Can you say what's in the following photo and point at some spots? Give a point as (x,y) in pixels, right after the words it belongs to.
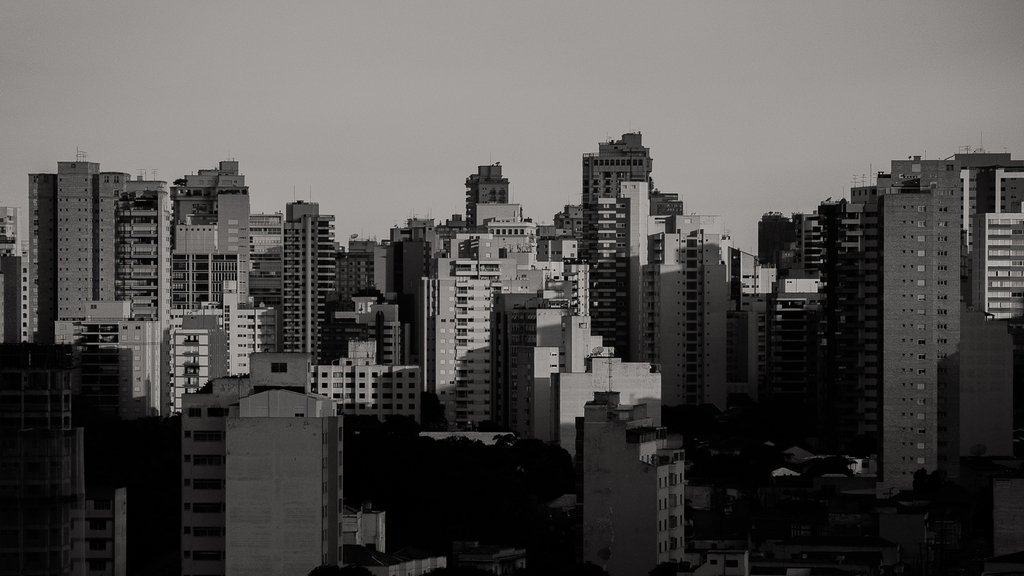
This is a black and white picture. I can see buildings (663,544), trees (481,498), and in the background (899,50) there is sky (509,113).
